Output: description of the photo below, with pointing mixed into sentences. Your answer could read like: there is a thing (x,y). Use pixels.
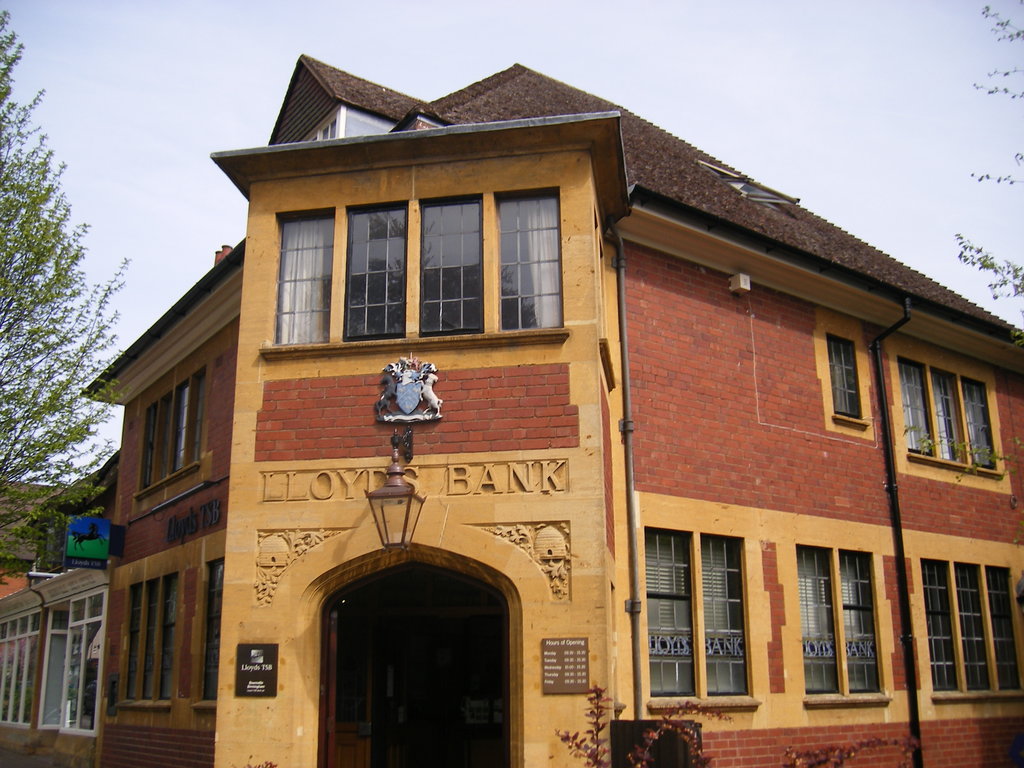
In this picture I can see there is a building (642,456) and it has a door (389,676), windows (662,664) and there is a tree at right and left sides. There is a label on the windows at right (741,654) and there are few more buildings (3,513) at left side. The sky (799,12) is clear.
